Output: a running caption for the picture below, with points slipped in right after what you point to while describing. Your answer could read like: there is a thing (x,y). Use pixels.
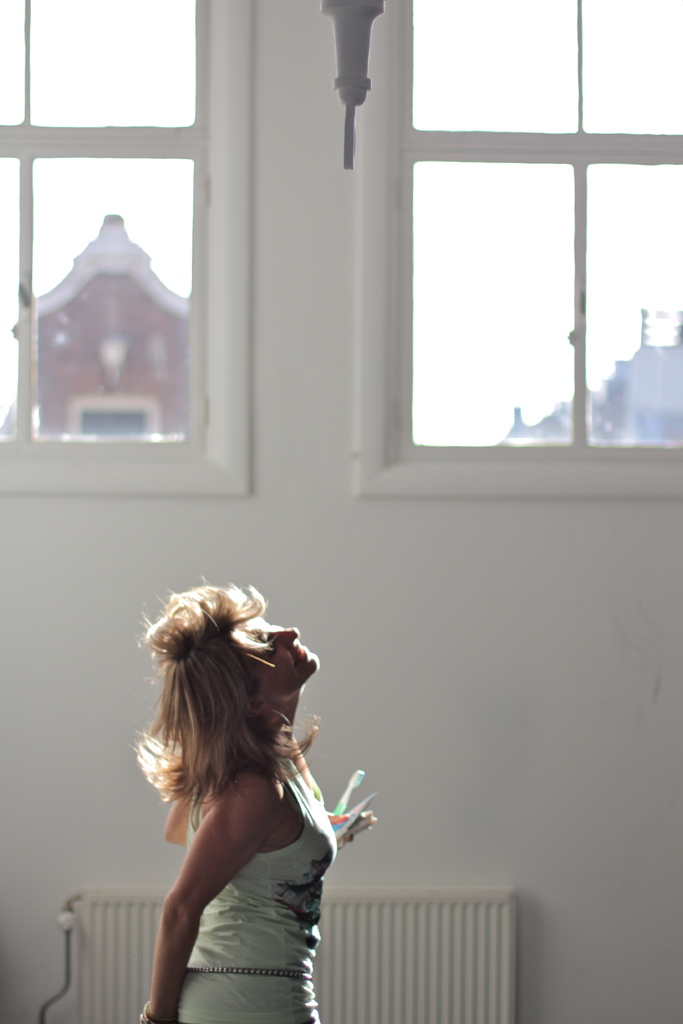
In this image, we can see a person (197,690) holding some objects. We can see the wall (384,635) with some glass windows (56,39). We can also see a white colored object (378,895). There are a few buildings (178,419). We can also see the sky (156,202). We can also see an object (368,20) at the top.
